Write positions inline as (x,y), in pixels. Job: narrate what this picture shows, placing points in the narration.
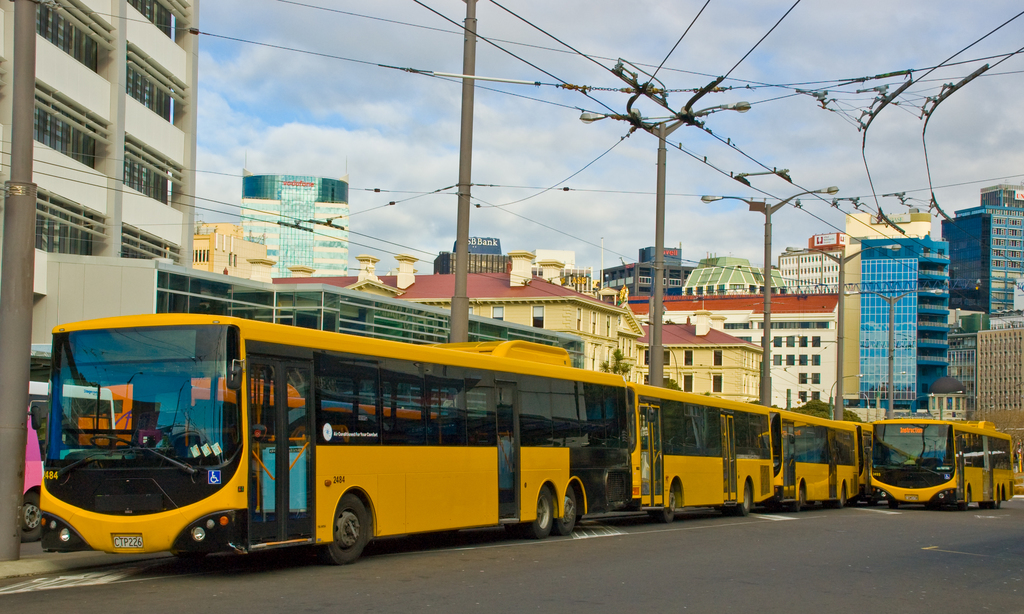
In this image I can see the road (862,557), few buses (651,489) which are yellow and black in color on the road (864,575), few poles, few wires (778,200) and few buildings (747,313). In the background (362,92) I can see the sky (422,124).
